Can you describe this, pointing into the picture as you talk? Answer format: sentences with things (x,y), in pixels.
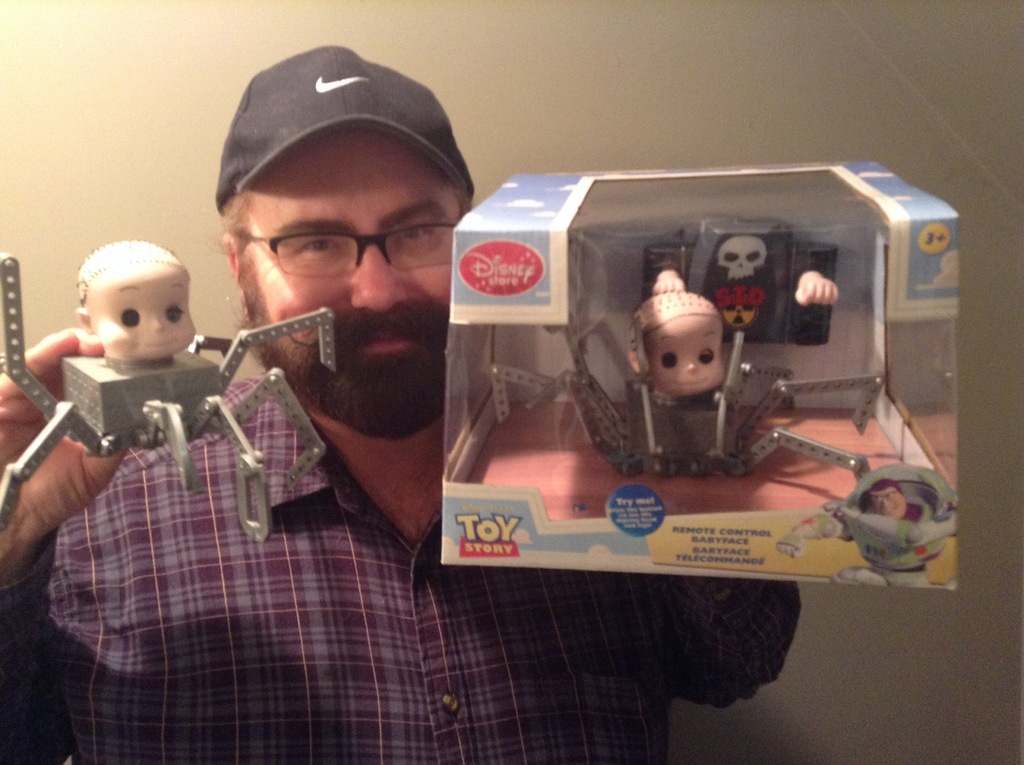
In the middle of the image (414,493) a man (462,203) is standing and smiling and holding toys (148,260). Behind him there is wall (1021,361).
